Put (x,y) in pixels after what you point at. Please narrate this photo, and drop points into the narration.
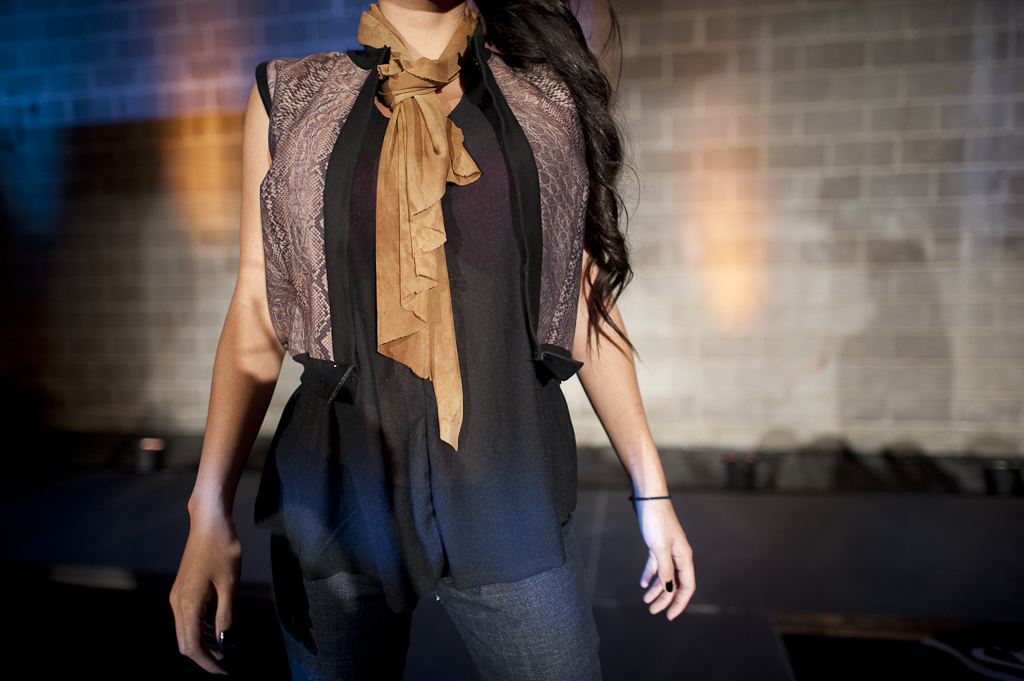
In the center of this picture (356,400) we can see a woman (360,163) wearing black color dress (484,215), jacket (503,89), scarf (402,163) and seems to be standing. In the background (775,554) we can see the ground (788,494) and the wall (806,130) and some other objects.
